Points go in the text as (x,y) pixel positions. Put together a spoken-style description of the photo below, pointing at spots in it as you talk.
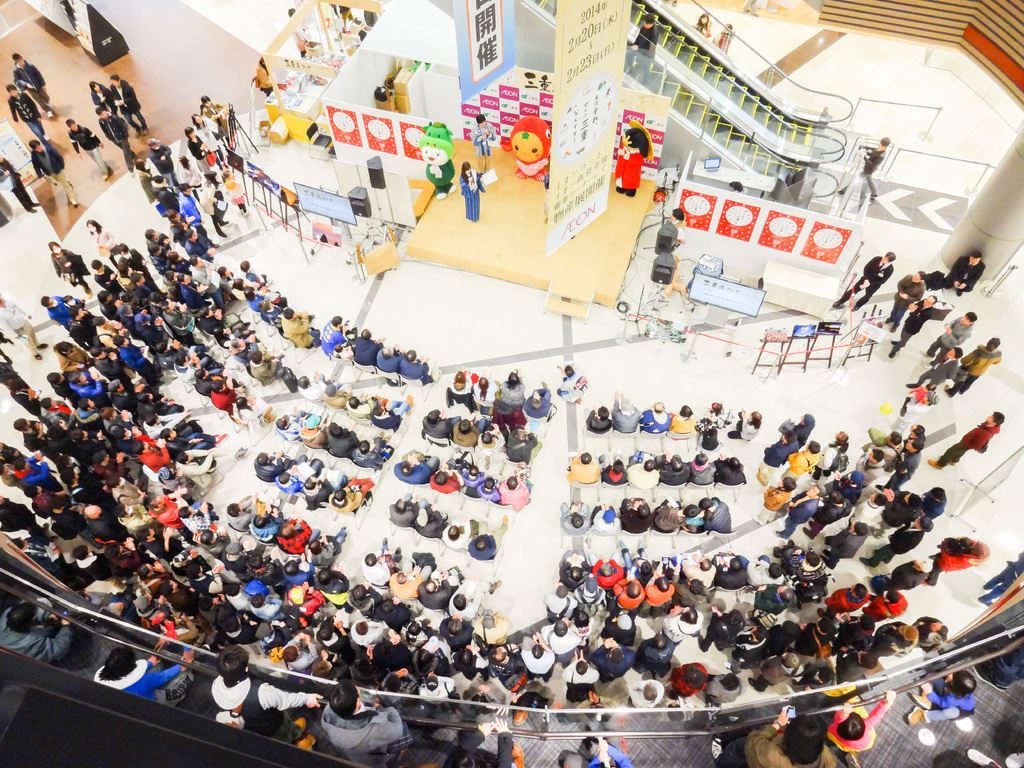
This image is clicked from a top view. There are many people (373,460) sitting on the chairs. Beside them there are many people (139,337) standing. In front of them there is a dais (512,226). There is a woman (479,219) standing on the dais (533,215). Behind the dais (502,182) there is escalator (719,76). Beside the dais (491,207) there are boards (313,198).
